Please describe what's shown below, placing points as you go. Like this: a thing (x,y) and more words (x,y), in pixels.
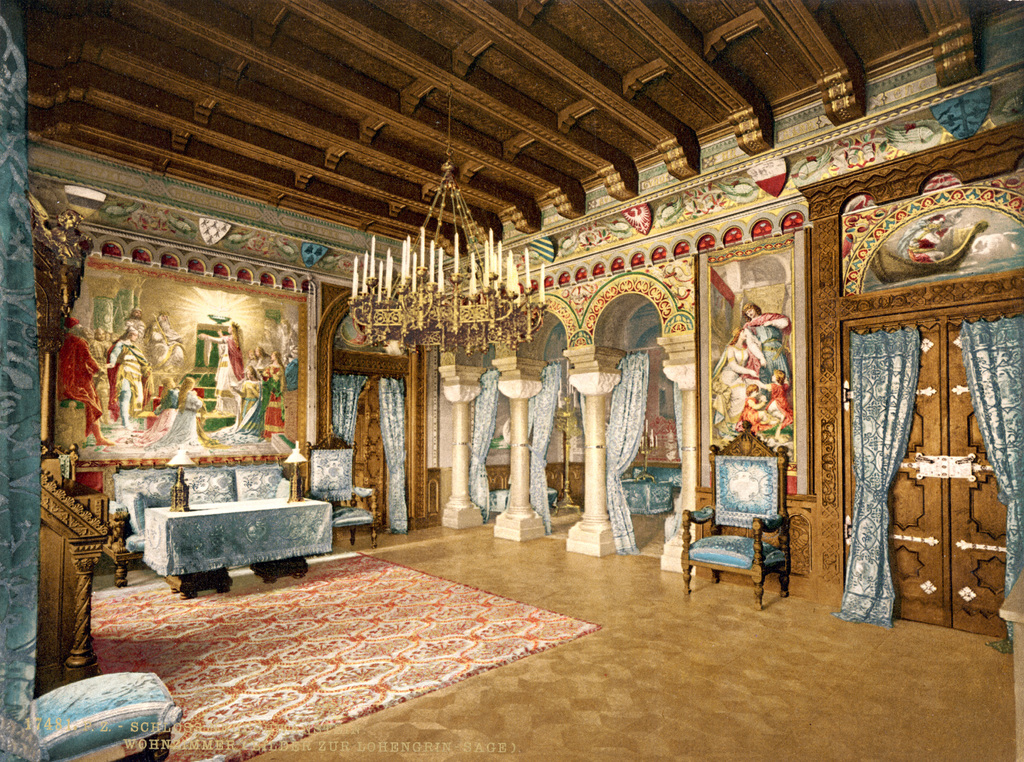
This picture describes about inside view of the room (534,348), in this we can find few curtains (532,406), chairs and a table (272,519), and also we can find a painting (234,365) on the wall (232,274).
